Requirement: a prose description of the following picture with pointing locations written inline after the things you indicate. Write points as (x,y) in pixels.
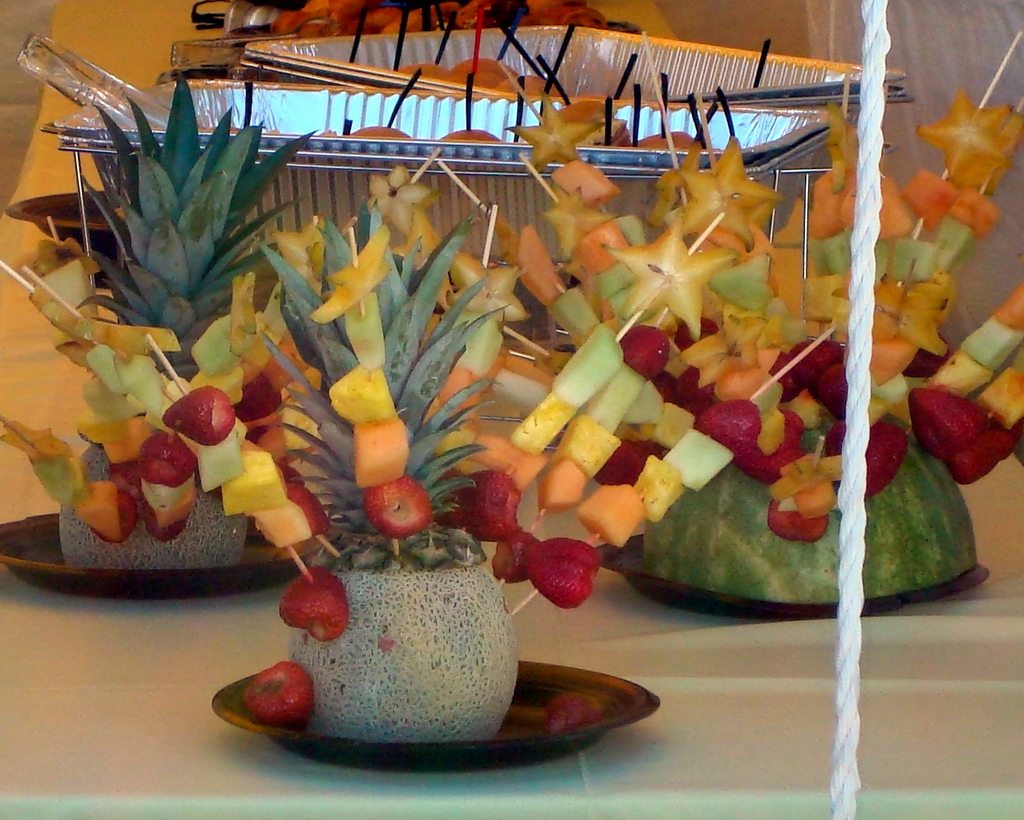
In this image we can see group of fruits (425,388) placed in different containers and plates (320,745) are placed on the table (773,772). To right side of the image (854,624) we can see a rope (844,802).
